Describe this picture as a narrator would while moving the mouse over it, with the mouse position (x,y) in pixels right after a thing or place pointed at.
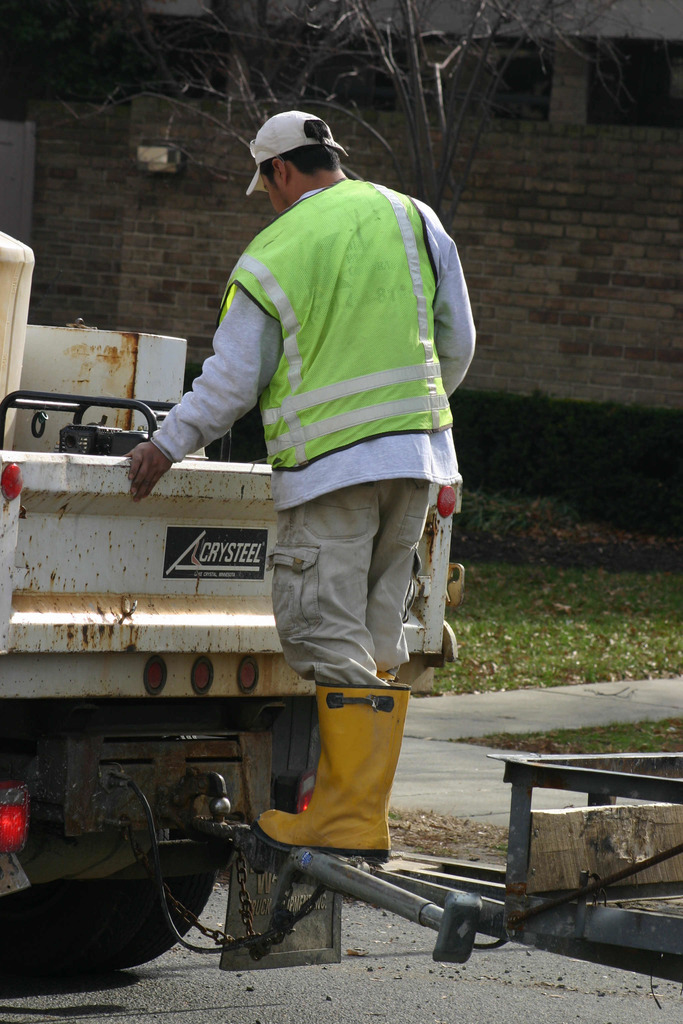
In this image we can see a person (302,523) standing on a vehicle (308,723). Behind the person (313,331) we can see a wall (566,227) of a building (351,143), a tree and the grass (533,613). At the bottom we can see the road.
